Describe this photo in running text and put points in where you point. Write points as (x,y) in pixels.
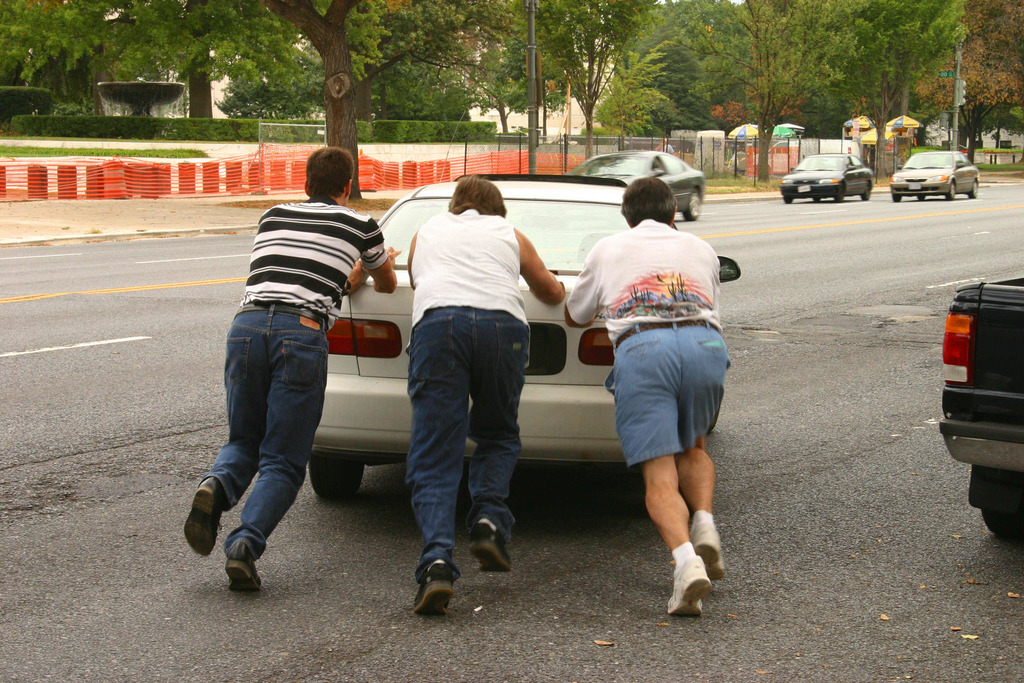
In this picture we can see cars (974,190) on the road (104,482) and three men (270,243) are pushing a car (426,211), fence (139,188), fountain (175,85), umbrellas (906,125) and in the background (712,36) we can see trees (699,90).
